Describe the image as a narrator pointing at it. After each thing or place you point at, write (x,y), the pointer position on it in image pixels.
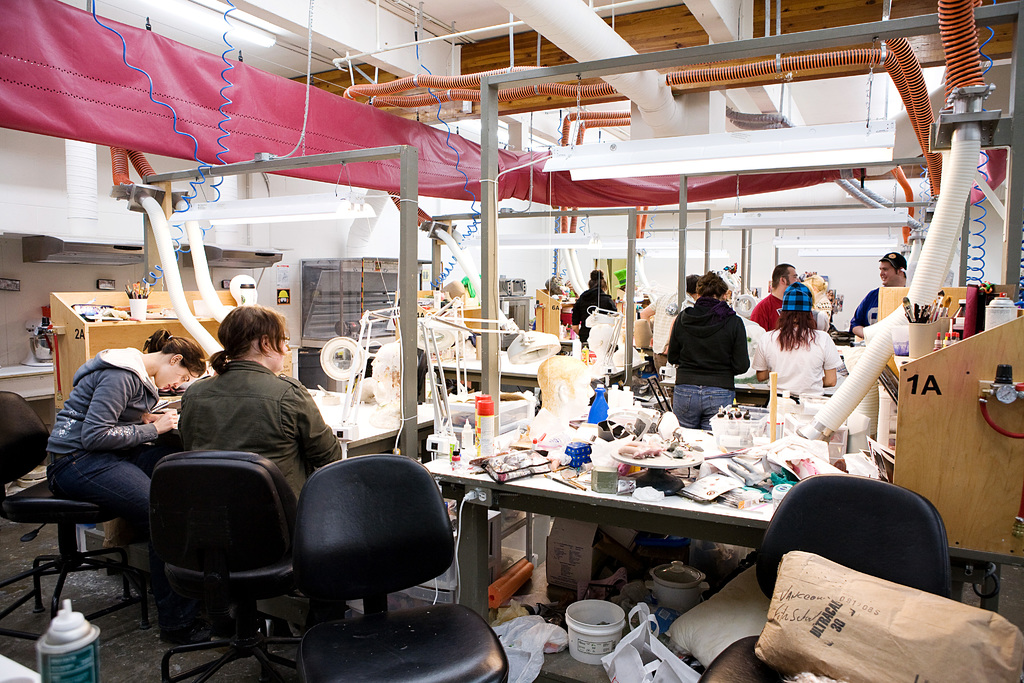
It is the picture where two women (253,423) are sitting and the remaining people (604,304) are standing there are a lot of art related things (542,450) on the table (469,460) and also many equipment (324,321) and pipes (658,87) and tubes (888,325), pens (940,309), stationery items (930,317) in the background (594,260) there is a white color wall (523,260).
